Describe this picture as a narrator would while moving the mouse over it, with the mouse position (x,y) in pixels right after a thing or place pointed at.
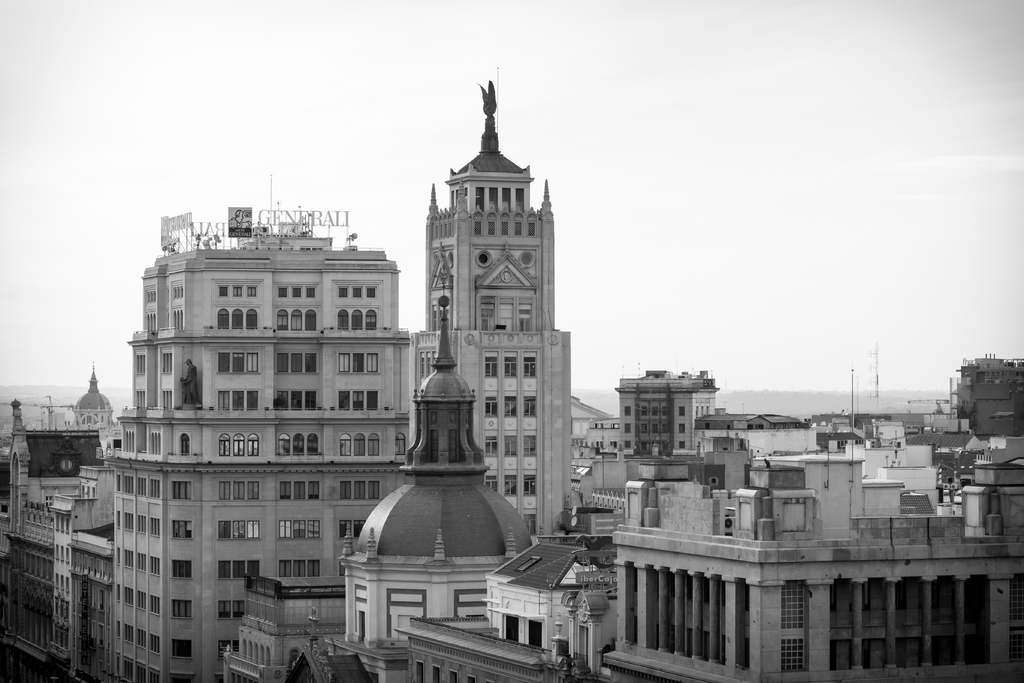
It is the black and white image in which there are so many buildings (321,445) in the middle (523,396). There are hoardings (299,218) at the top of the building (275,259). In the middle (500,278) there is a building (480,163) on which there is a statue (491,99) of a bird (492,117). At the top (848,79) there is the sky (839,69).
